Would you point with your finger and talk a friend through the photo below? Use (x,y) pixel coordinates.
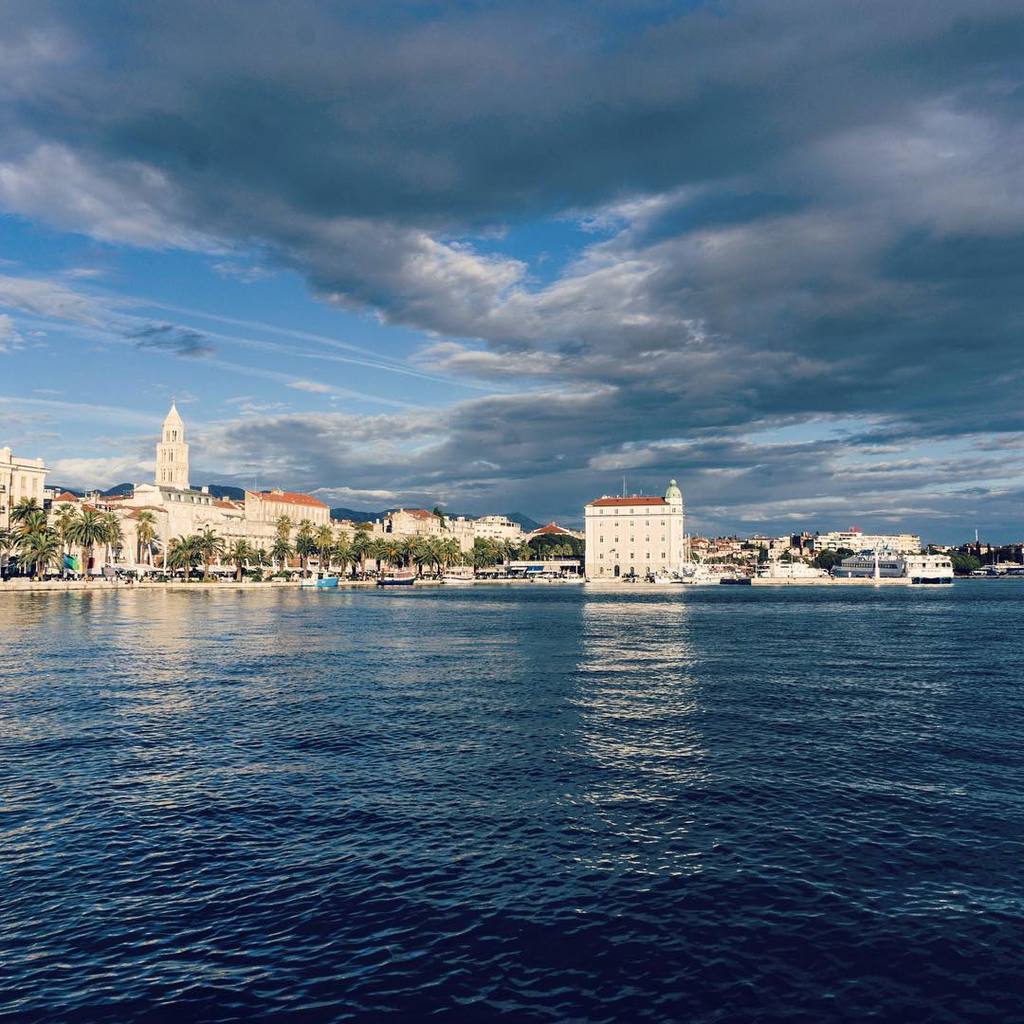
In this picture I can see water (384,761) and few buildings (706,541), trees (430,555) and I can see a blue cloudy sky (428,278).
